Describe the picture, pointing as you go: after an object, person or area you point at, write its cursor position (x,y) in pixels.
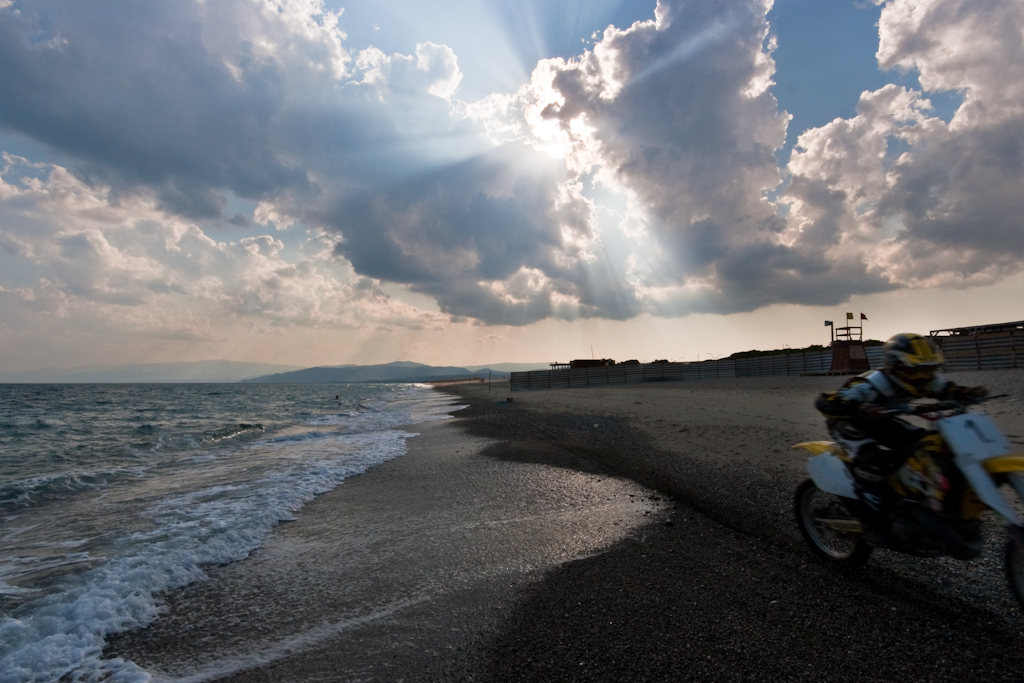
In this image, on the left side (125,434), we can see water (192,499), there is a person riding a bike (829,480). At the top (502,83) we can see the sky (608,79) with clouds (616,127).
